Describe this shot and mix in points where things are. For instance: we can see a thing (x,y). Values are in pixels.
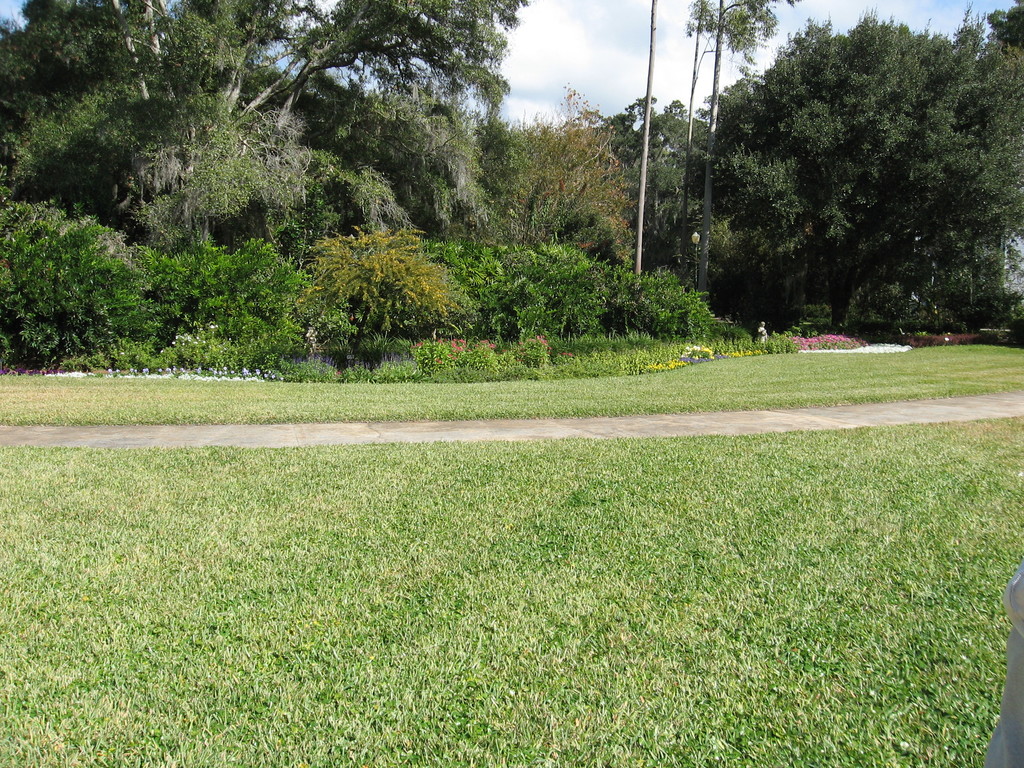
In this image we can see some a person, there are trees (604,248), plants (828,346), flowers (828,346), and the grass (607,544), also we can see the sky (549,60).
